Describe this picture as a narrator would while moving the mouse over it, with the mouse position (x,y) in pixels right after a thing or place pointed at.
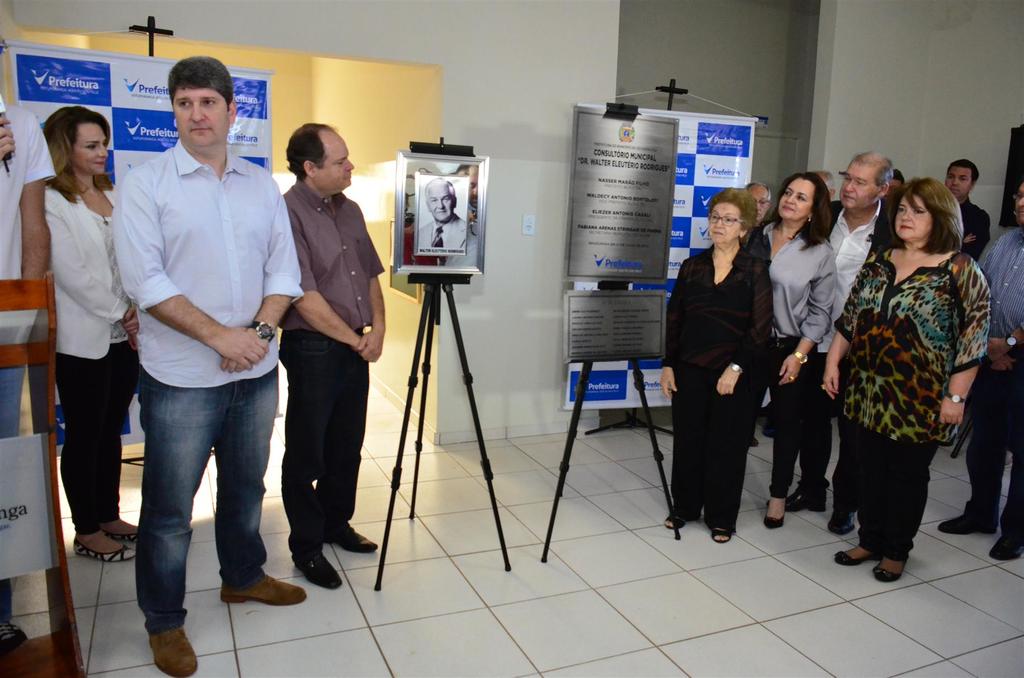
In this picture I can see number of people (229,160) who are standing on the floor (370,492) and in the center of this picture (407,414) I can see the tripods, on which there is a photo frame (456,168) and 2 boards (596,206) on which there is something written. In the background (299,89) I can see the wall (606,98) and I see 2 banners (702,174) on which there are words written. On the left side of this image (34,302) I can see a stand (19,348) on which there is a white color paper (33,481) and I see alphabets (20,504) on it.
